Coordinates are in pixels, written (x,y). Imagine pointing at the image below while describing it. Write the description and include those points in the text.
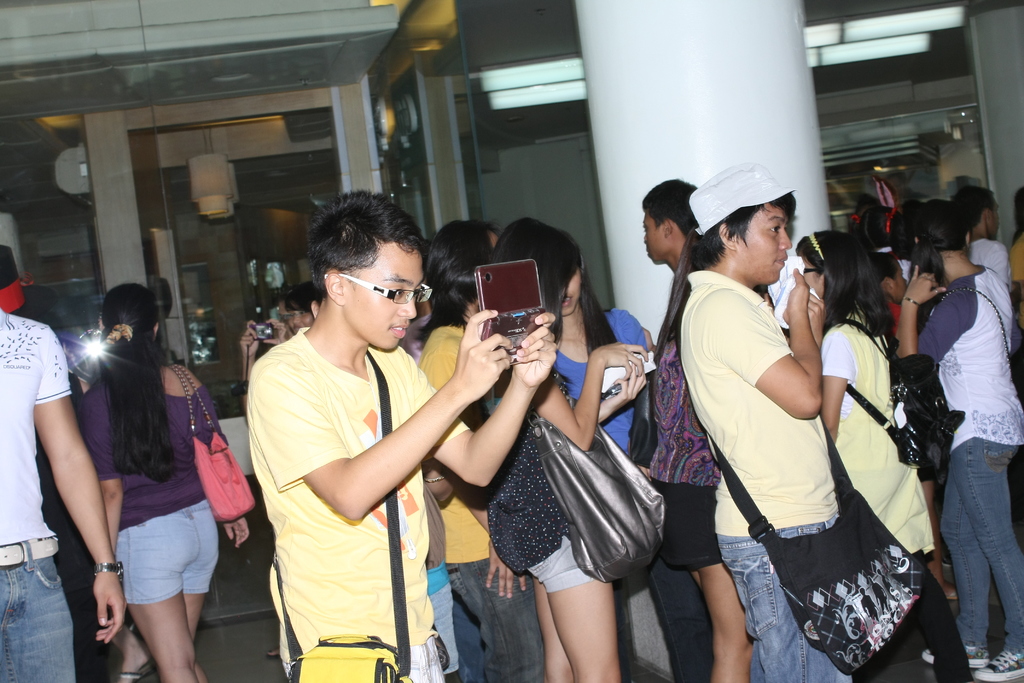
In this image there are group of people (592,357) some of them are wearing bags (931,365), and in the foreground (288,454) there is one person (279,445) who is wearing spectacles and holding a mobile (506,281). And in the background (648,115) there is a pillar (673,76), lights (532,95), glass doors (251,176) and some objects (405,109). At the bottom (221,663) there is floor (228,651).
